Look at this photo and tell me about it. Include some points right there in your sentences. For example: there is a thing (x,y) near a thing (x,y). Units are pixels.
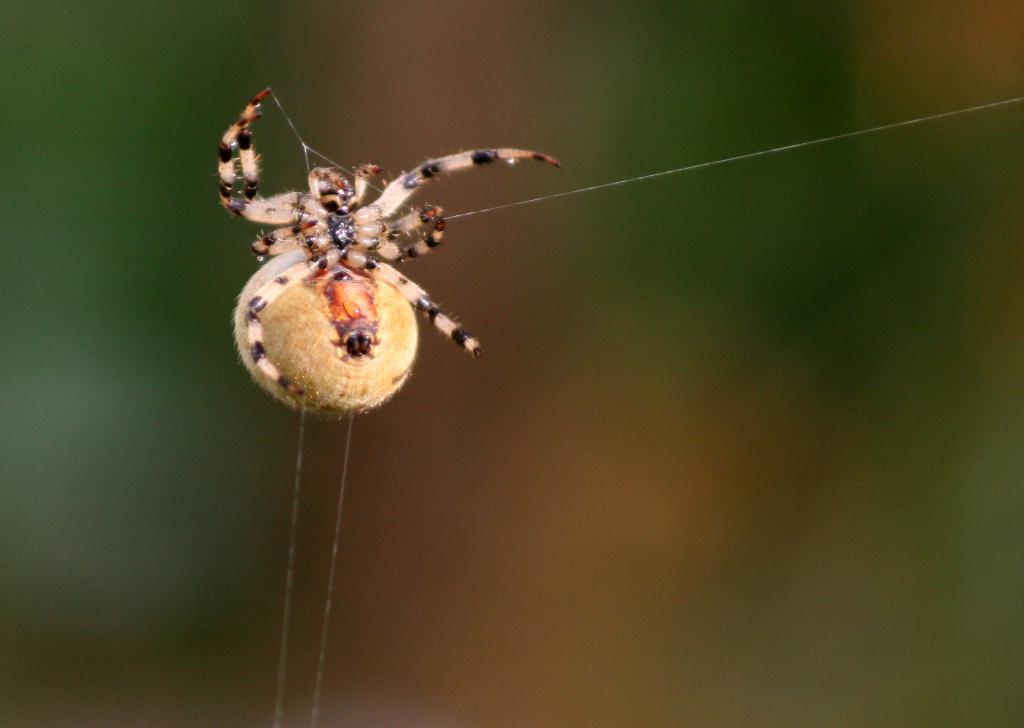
In this picture we can see a spider (354,276) with some amount of spider web (622,180). The background of the image (137,593) is blurry.
